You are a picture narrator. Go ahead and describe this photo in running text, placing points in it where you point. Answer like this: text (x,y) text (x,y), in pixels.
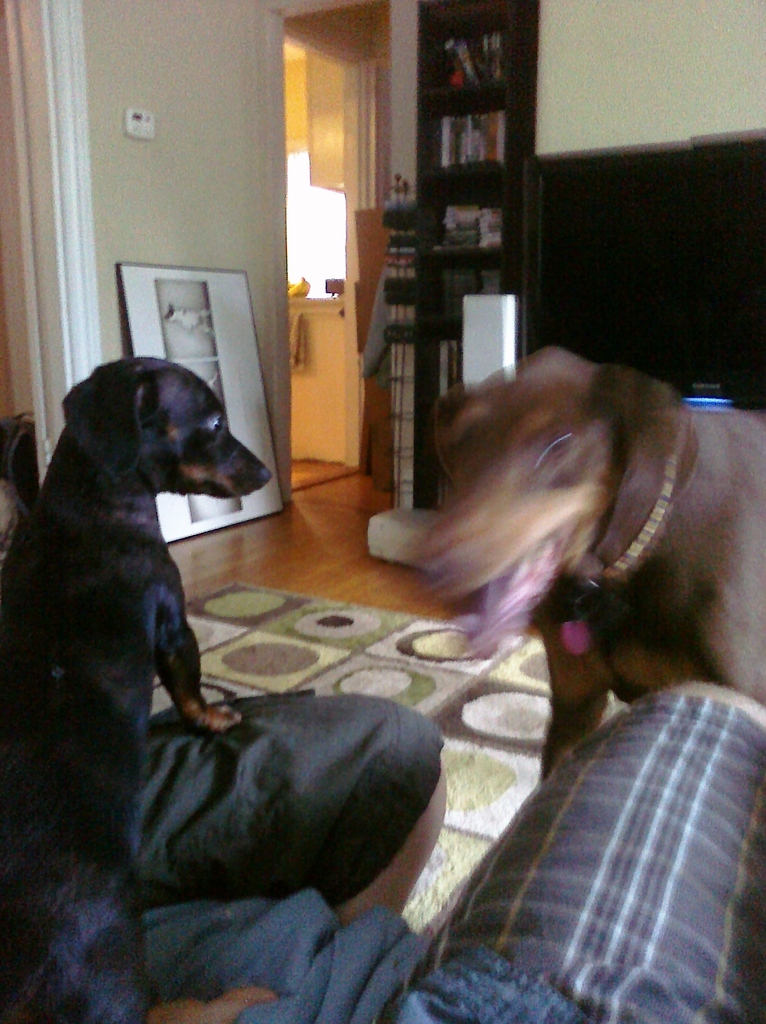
In this image I can see two dogs (24,682) which are of black and brown colour. I can also see few clothes (319,976) over here and in background (228,393) I can see floor mattress (385,689), a white board (166,496) and few other things (453,294). I can also see a television (570,248) over here.
